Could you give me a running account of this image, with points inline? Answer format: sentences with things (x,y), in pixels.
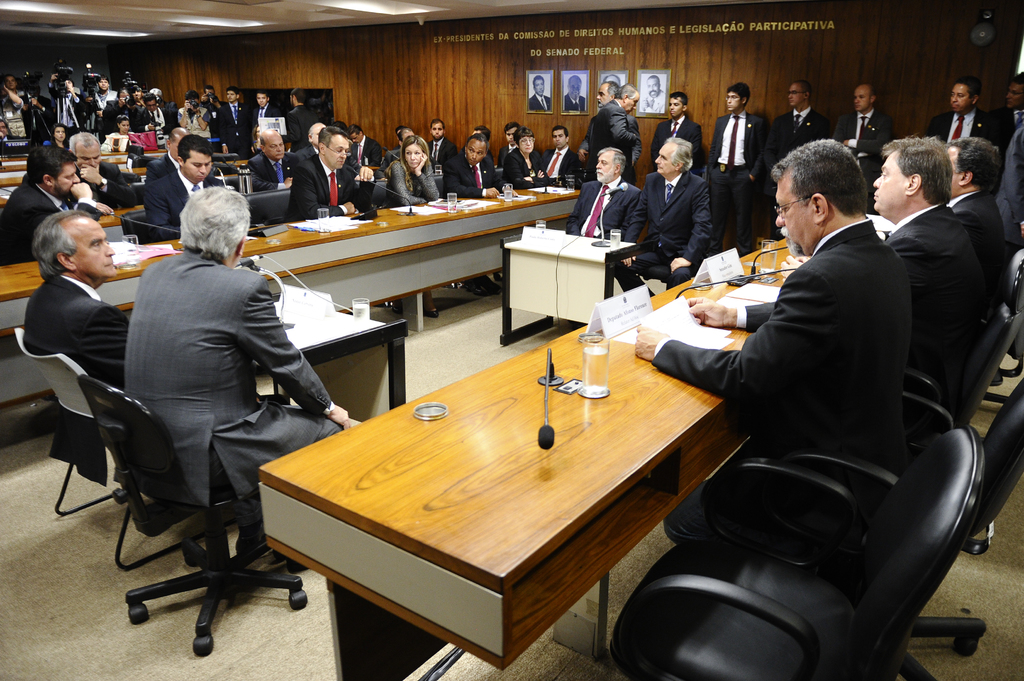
In this image we can see group of persons (890,215) wearing coats (674,213) are sitting in front of the table (597,538). On the table (516,489), we can see a group of microphones (756,259), glasses (600,371) and papers (661,316) are placed. One person (818,318) wearing a coat (817,257) and spectacles (810,198) is holding a paper (679,321) in his hand (698,314). In the background (1006,132) we can see group of people (795,126) standing, group of persons (126,101) holding cameras (131,91) and some photo frames (589,93) on the wall (519,97).
